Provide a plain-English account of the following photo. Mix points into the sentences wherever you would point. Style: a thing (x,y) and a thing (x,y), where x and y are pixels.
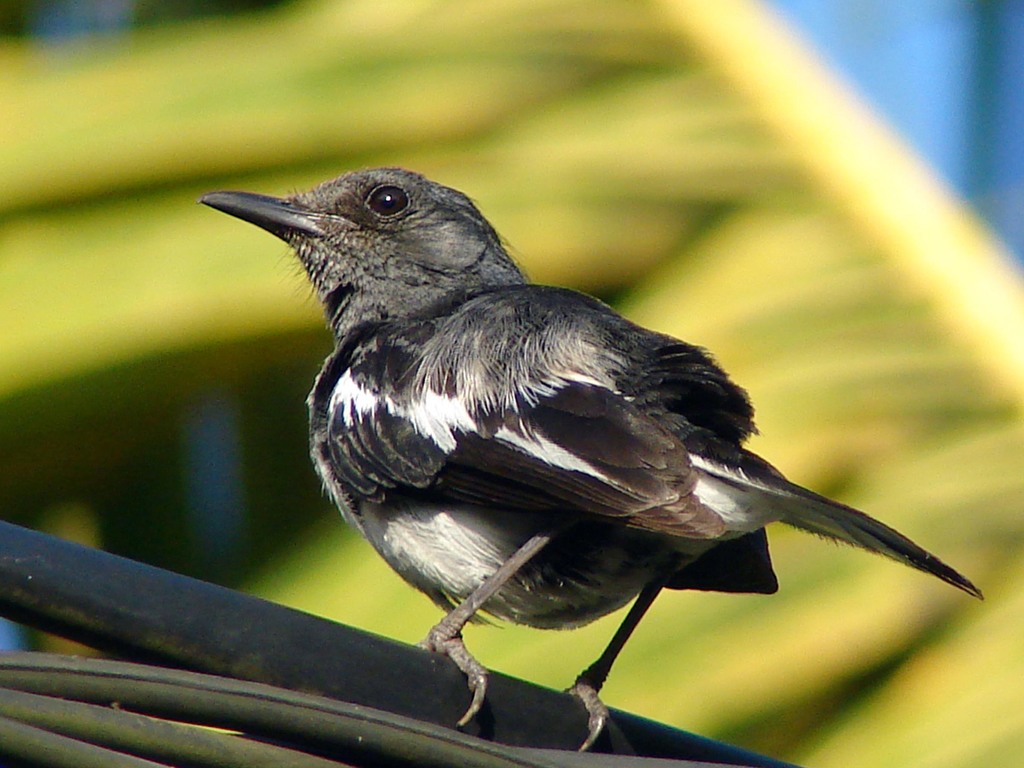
In the image we can see a bird (482,470), white, black and gray in color. The background (190,450) is blurred.
